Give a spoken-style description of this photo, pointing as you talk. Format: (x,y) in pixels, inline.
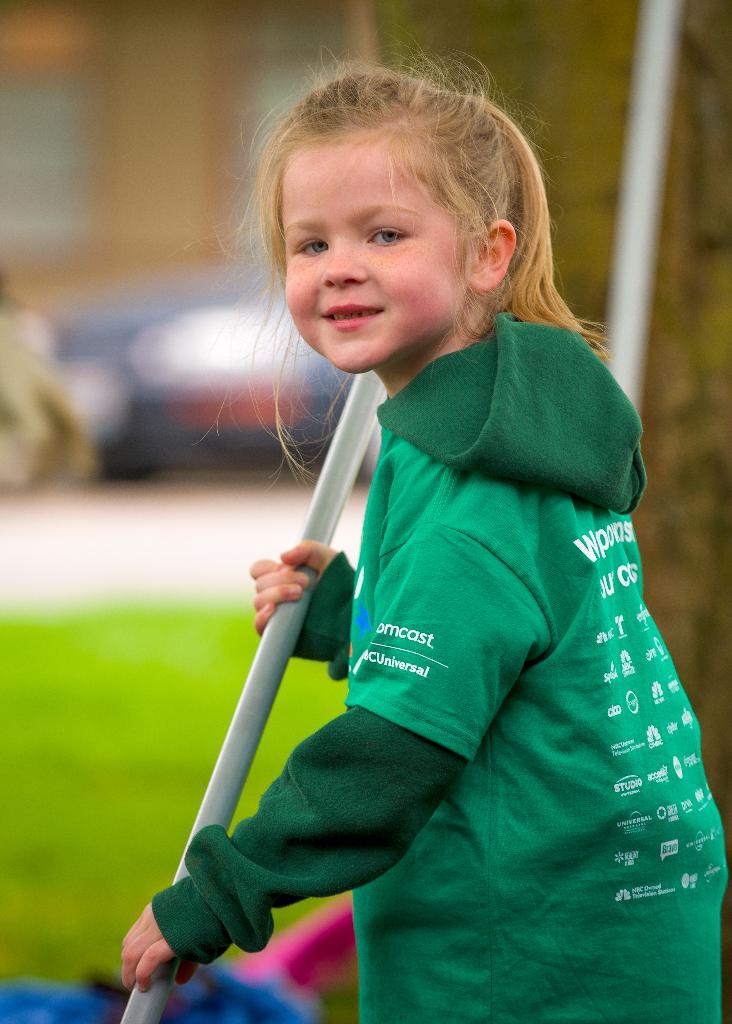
In this image I see a girl (141,920) who is wearing green color hoodie (486,433) and I see few words (621,578) and logos (699,800) on it and I see that she is holding a silver color rod (130,1023). In the background (251,994) it is blurred.
